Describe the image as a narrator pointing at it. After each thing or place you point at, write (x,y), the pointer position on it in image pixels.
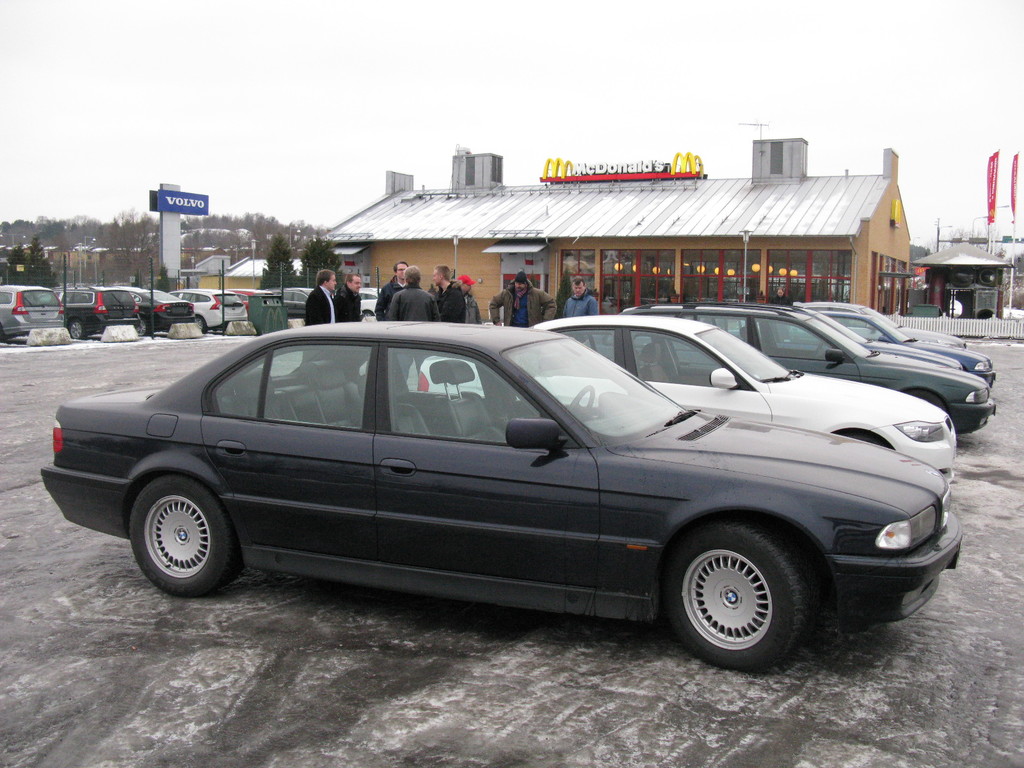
In this image there are some cars (629,470) in the bottom of this image (437,518) and there are some persons (545,295) standing in middle of this image (386,303). There is a building (611,293) on the right side of this image (743,216) and there are some cars (288,300) on the left side of this image (241,309), and there are some trees (273,248) in the background (268,241), and there is a sky (646,124) on the top of this image (476,65).
